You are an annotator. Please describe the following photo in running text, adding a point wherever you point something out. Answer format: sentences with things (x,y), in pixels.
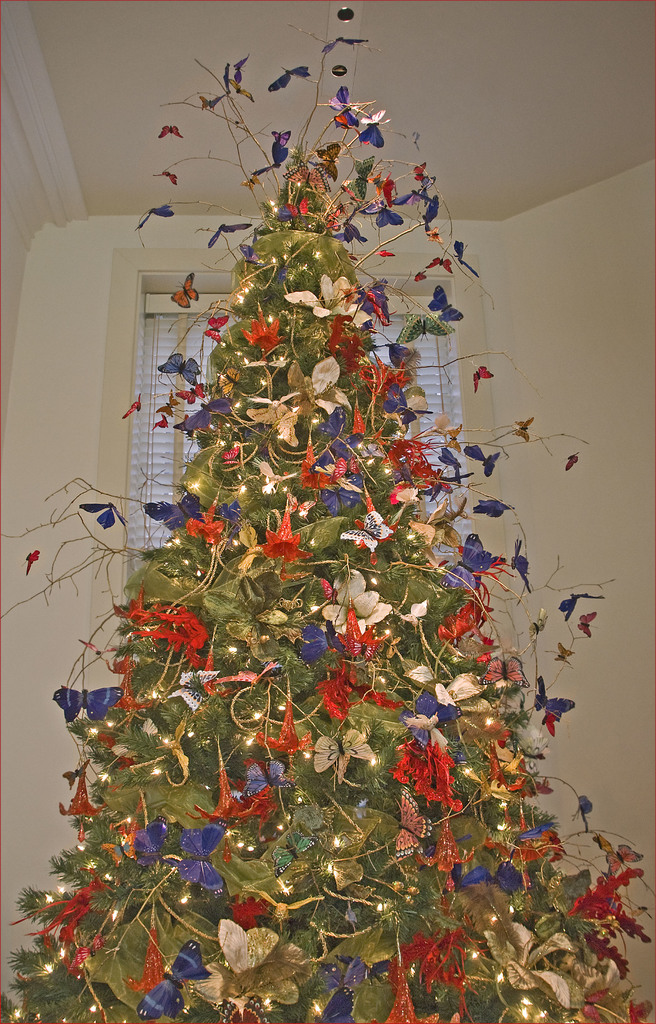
In this picture we can see a Christmas tree (376,877) and decorative items (396,886) and in the background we can see the wall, window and a roof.
